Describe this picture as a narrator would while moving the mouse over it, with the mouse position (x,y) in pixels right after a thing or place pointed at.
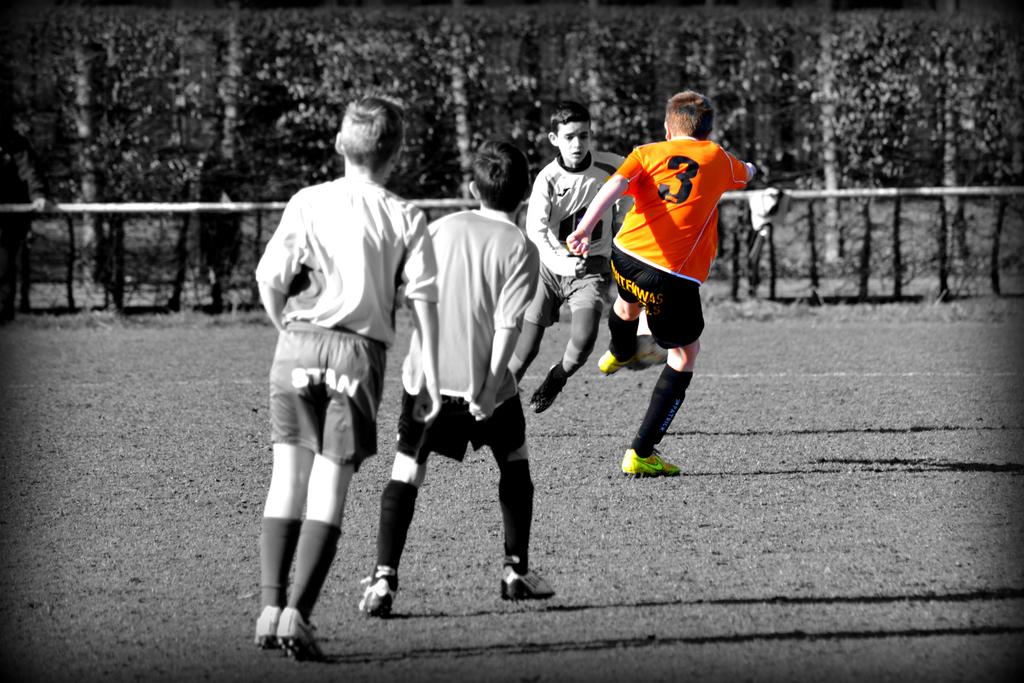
In the picture there are four children (637,217) playing football in the ground (835,474) there are many trees (261,73) near to the ground (89,314) there is a pole (981,189) near to the ground (981,532).
